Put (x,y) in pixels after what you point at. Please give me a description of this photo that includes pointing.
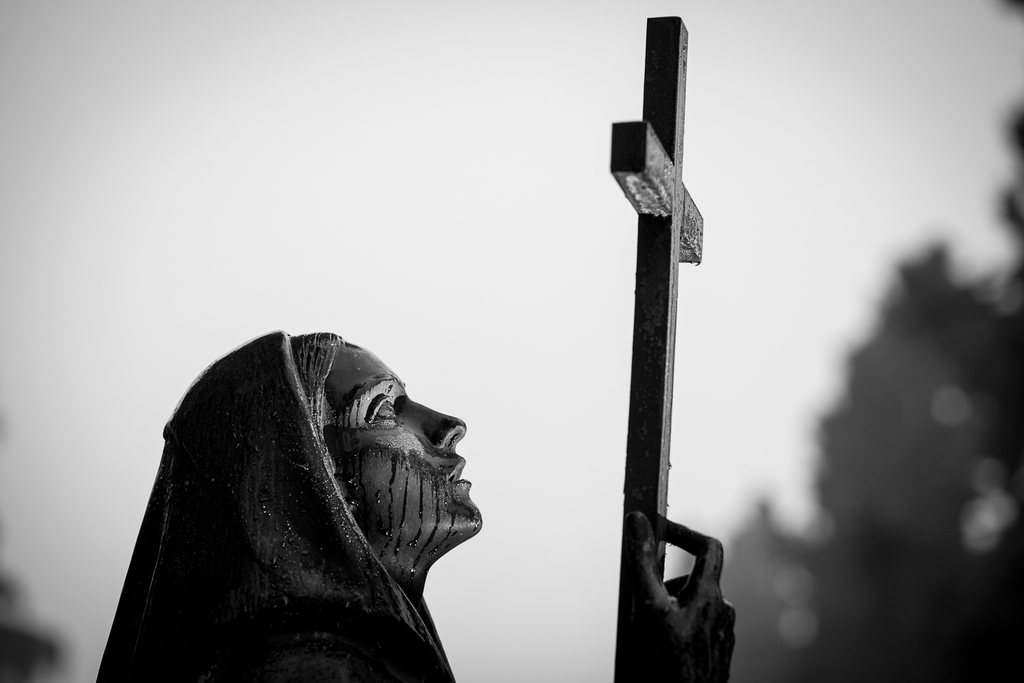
This is a black and white image and here we can see a statue (422,454). In the background (825,476), there are trees (890,468) and there is sky (285,64).
